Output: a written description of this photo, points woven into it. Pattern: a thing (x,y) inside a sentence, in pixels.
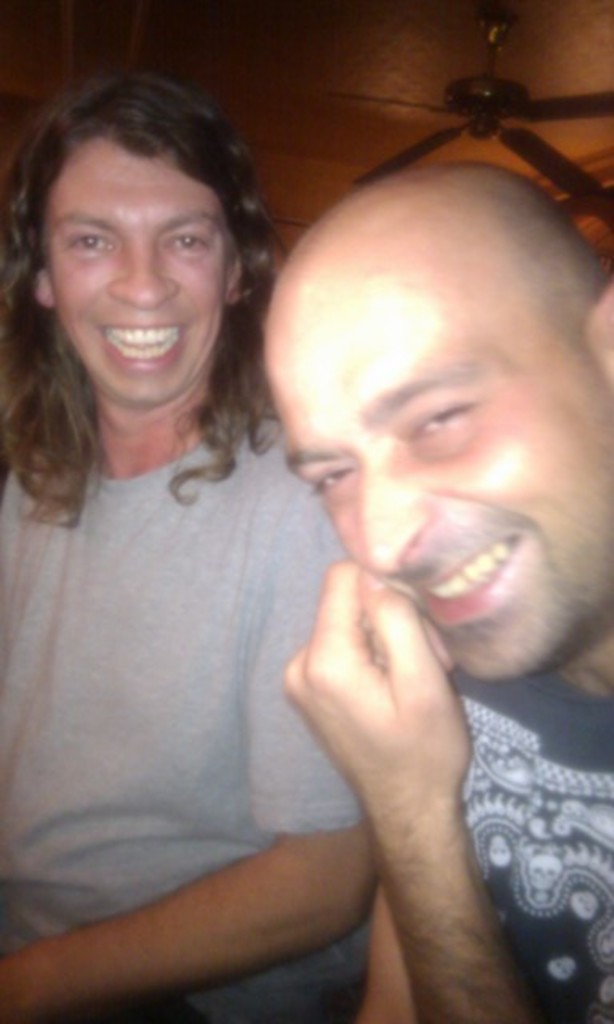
In this image, we can see two men (379,400) are smiling and seeing. Top of the image (306,84), we can see roof (332,55) with ceiling fan (474,98).
